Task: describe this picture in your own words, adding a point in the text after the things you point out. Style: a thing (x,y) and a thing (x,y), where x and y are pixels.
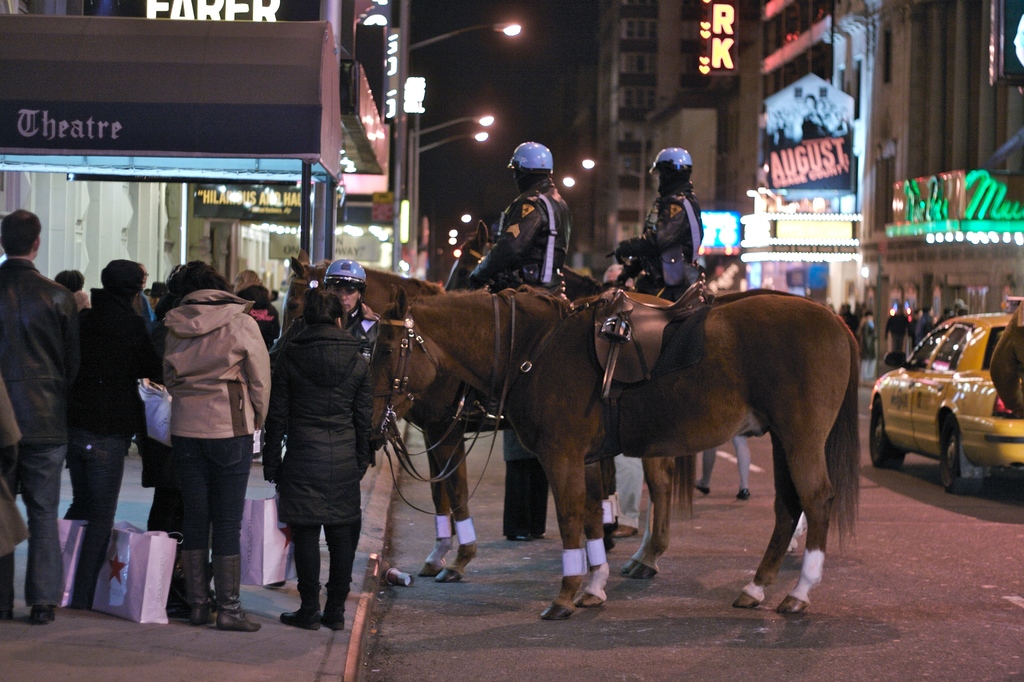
In the picture I can see the horses (797,315) on the road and I can see two persons (518,221) sitting on the horses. They are wearing a jacket (532,203) and there is a helmet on their head (674,166). I can see a few persons (326,345) standing on the side of the road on the left side (124,484). I can see a car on the road (888,480) on the right side (995,396). There are buildings (386,163) on the left side (292,62) and the right side (940,144) as well. I can see the light poles (473,116) on both sides of the road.
